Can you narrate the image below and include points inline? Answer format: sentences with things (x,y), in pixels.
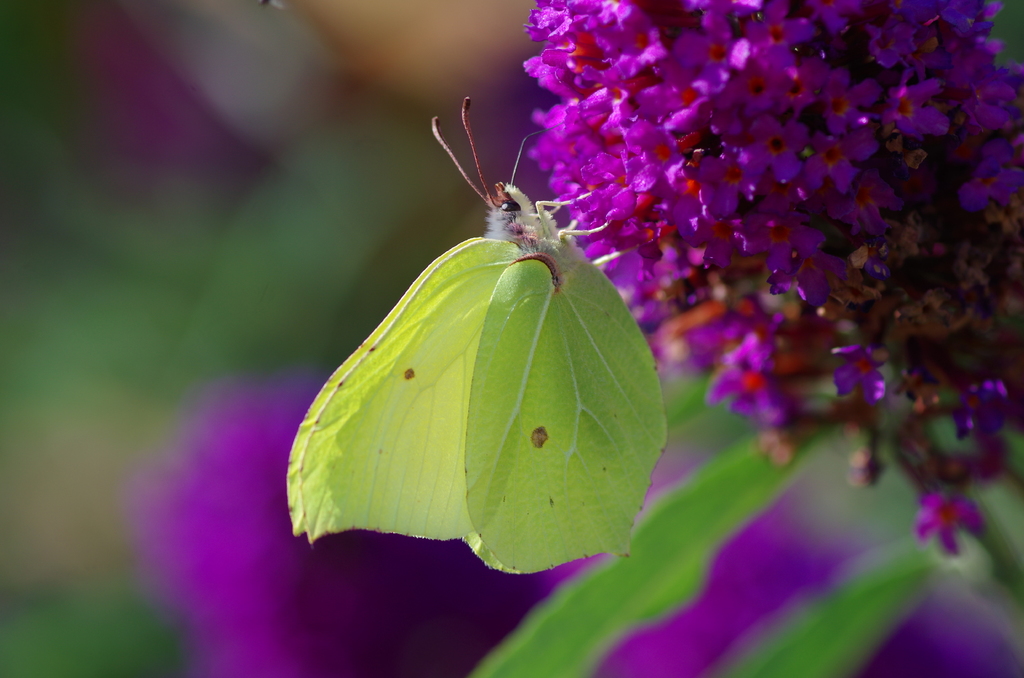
In this image there is a green color butterfly (523,367) on the flowers (789,205) and the background is blurry.
